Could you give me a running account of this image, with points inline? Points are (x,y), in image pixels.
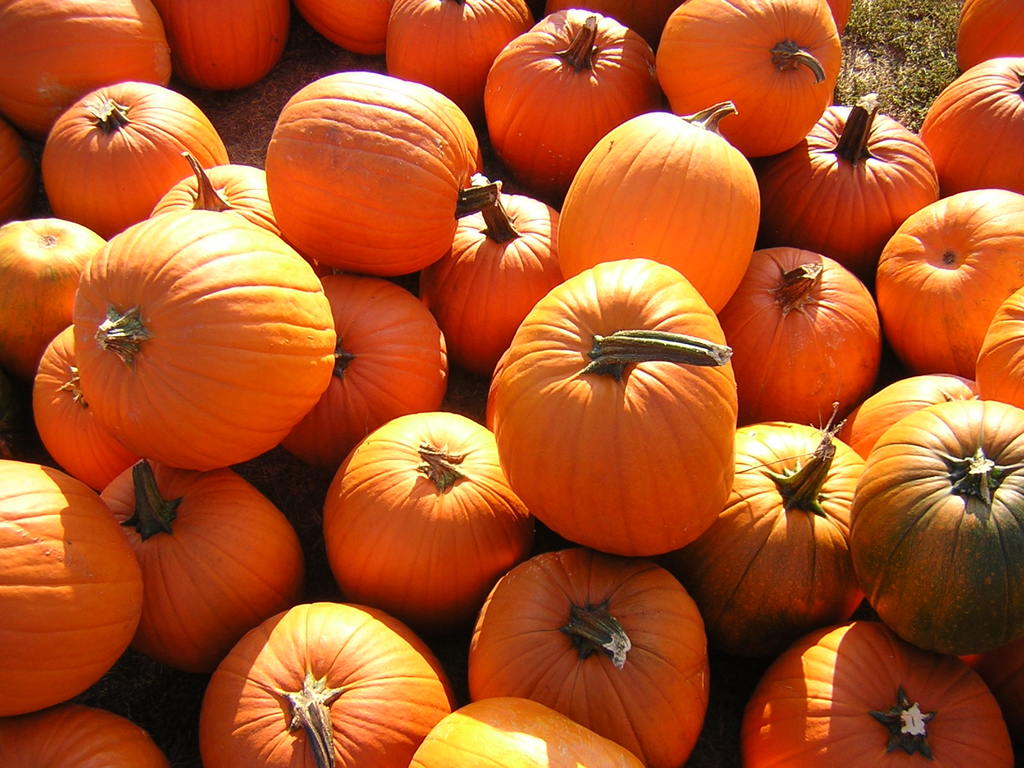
In the picture I can see some pumpkins (326,347) which are in orange color.
